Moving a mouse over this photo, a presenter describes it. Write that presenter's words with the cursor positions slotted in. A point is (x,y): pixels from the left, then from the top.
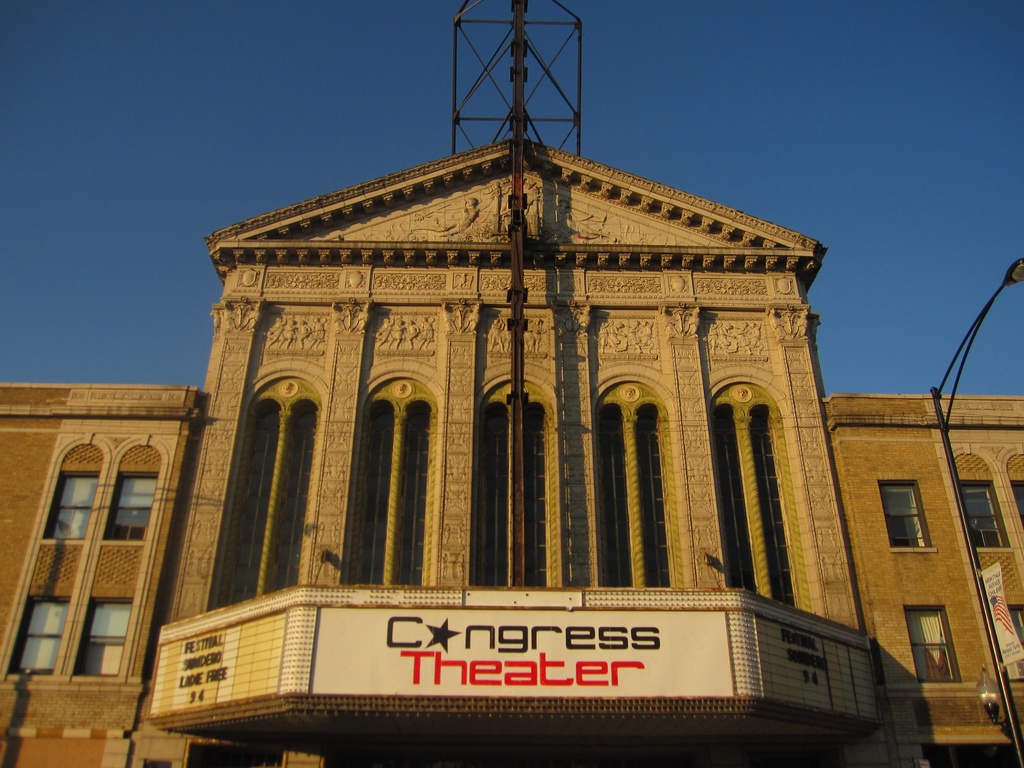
In this image I can see a huge building (495,461) which is brown and cream in color. I can see a pole (976,563), few metal rods (571,13) and few windows (485,483) of the building (409,473). In the background (588,48) I can see the sky (588,48).
